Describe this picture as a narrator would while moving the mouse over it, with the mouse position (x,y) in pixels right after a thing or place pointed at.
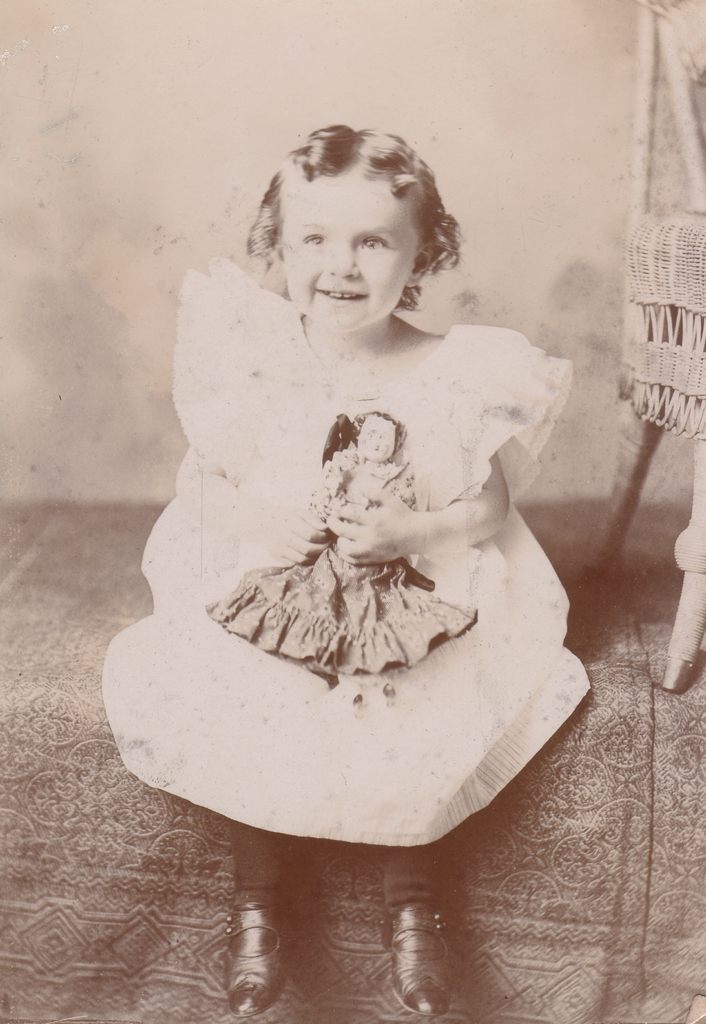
This is a black and white image. In the center of the image (441,355) there is a girl (392,872) sitting and wearing a white color frock (380,760) and holding a toy (291,583). To the right side (666,676) of the image there is a chair (673,420). At the bottom of the image (16,928) there is cloth (118,979).
